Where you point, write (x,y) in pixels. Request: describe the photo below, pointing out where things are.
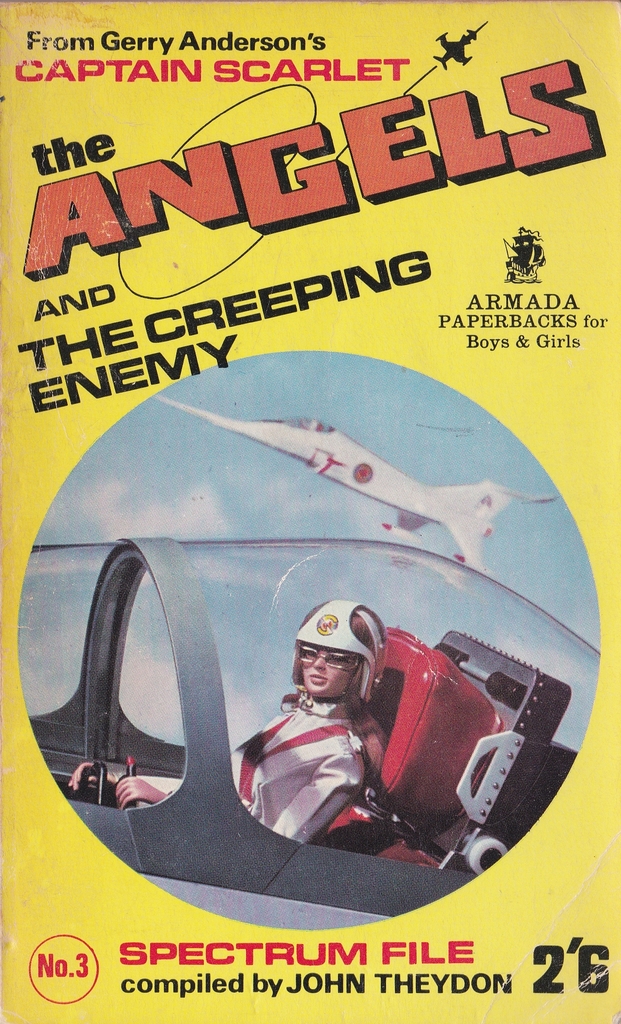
This image is of a book cover (558,383). There is a depiction of a aeroplane (403,532) and a person (364,608) and there is some text (24,77) printed on it.
